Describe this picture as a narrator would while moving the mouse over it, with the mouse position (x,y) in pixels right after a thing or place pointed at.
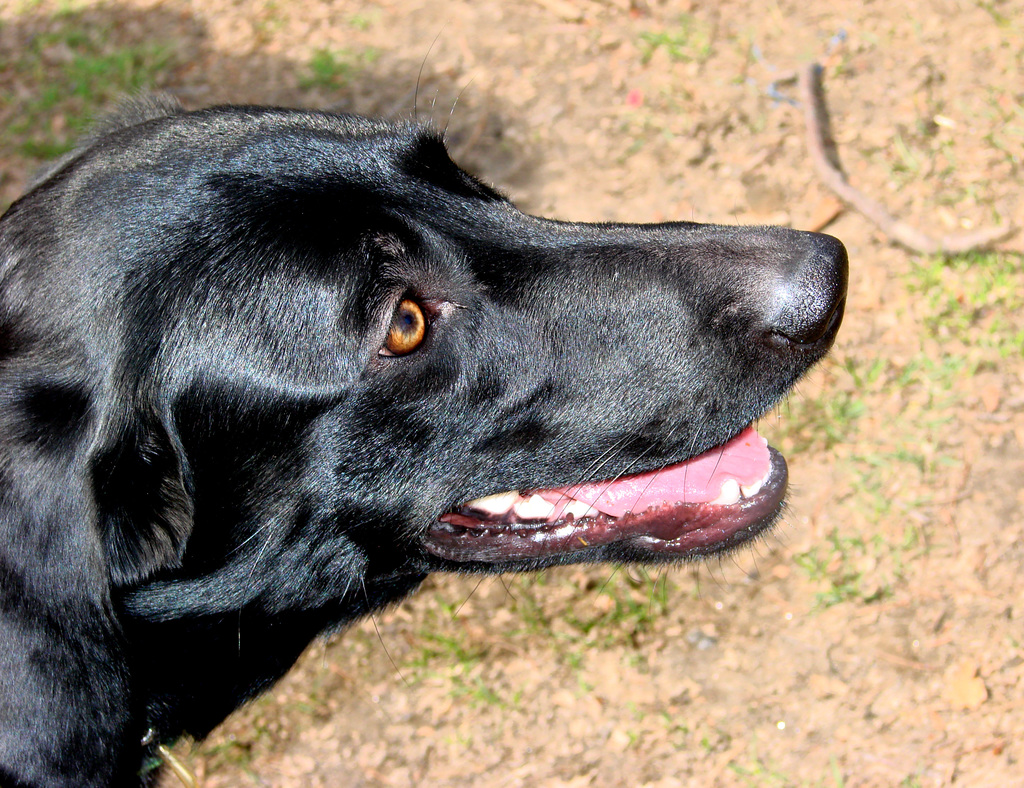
In this picture there is a dog (120,475) towards the left (100,513). It is in black in color.
